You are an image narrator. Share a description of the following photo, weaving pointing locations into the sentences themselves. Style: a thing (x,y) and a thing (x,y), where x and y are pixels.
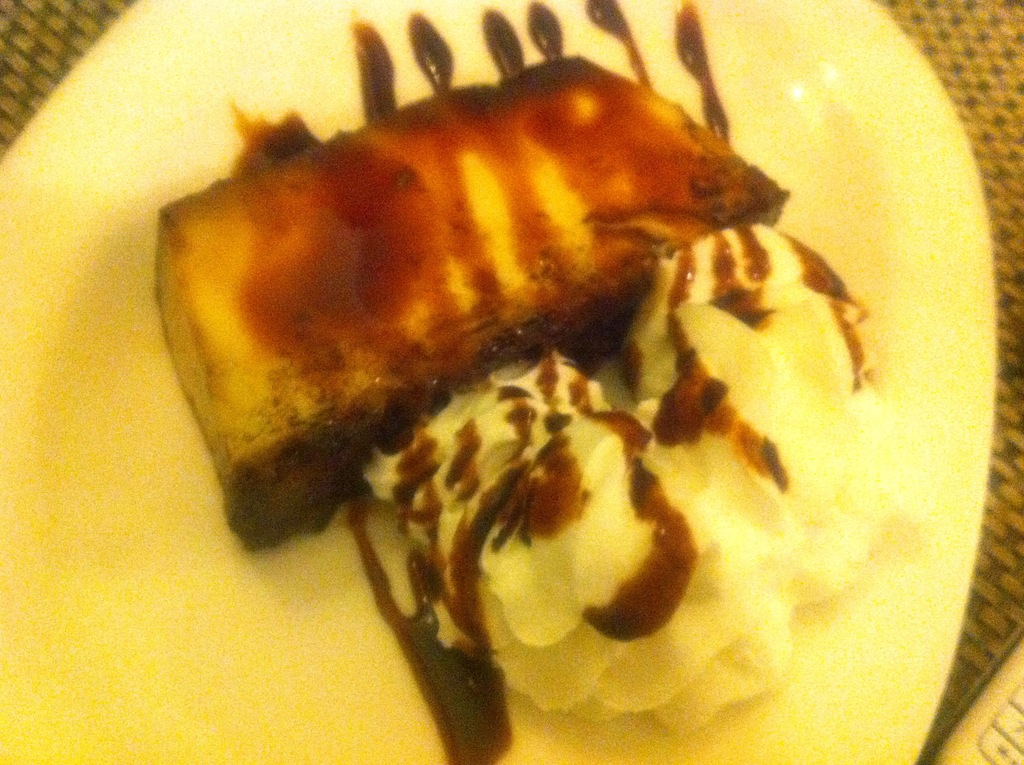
In this picture we can see food (355,263) in the plate (76,293).
